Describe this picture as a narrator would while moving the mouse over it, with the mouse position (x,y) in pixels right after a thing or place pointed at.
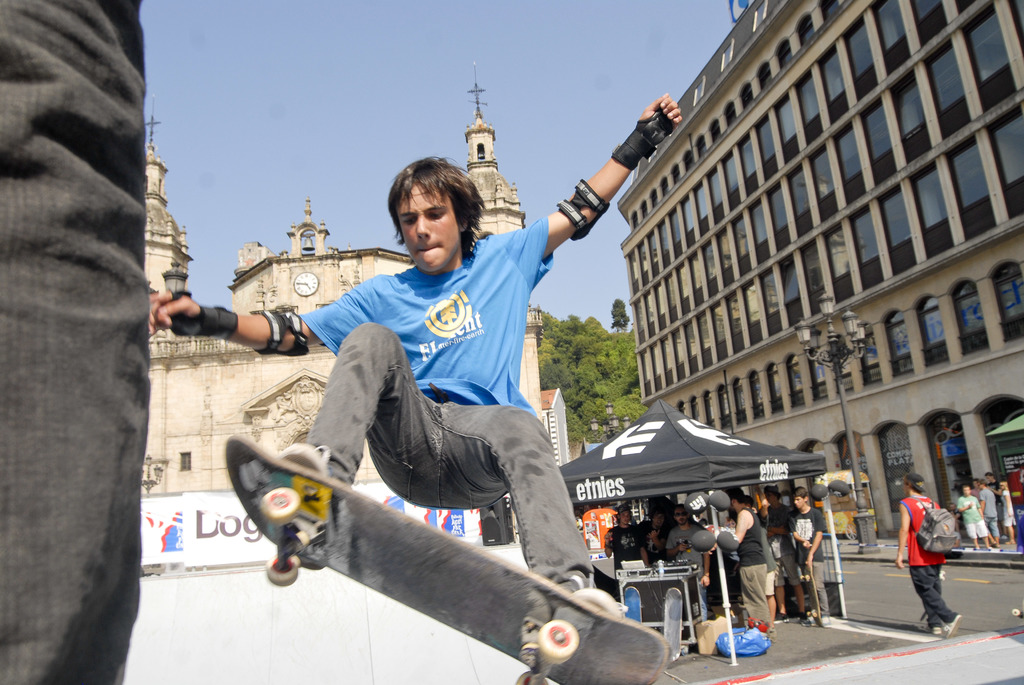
In the image in the center (525,277) we can see one person (503,342) skating. In the background (362,118) we can see sky (225,250), buildings (689,210), wall clock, wall (181,362), glass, poles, trees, banners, tent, skateboards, bags (943,523), table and few peoples (926,498) were standing holding some objects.
